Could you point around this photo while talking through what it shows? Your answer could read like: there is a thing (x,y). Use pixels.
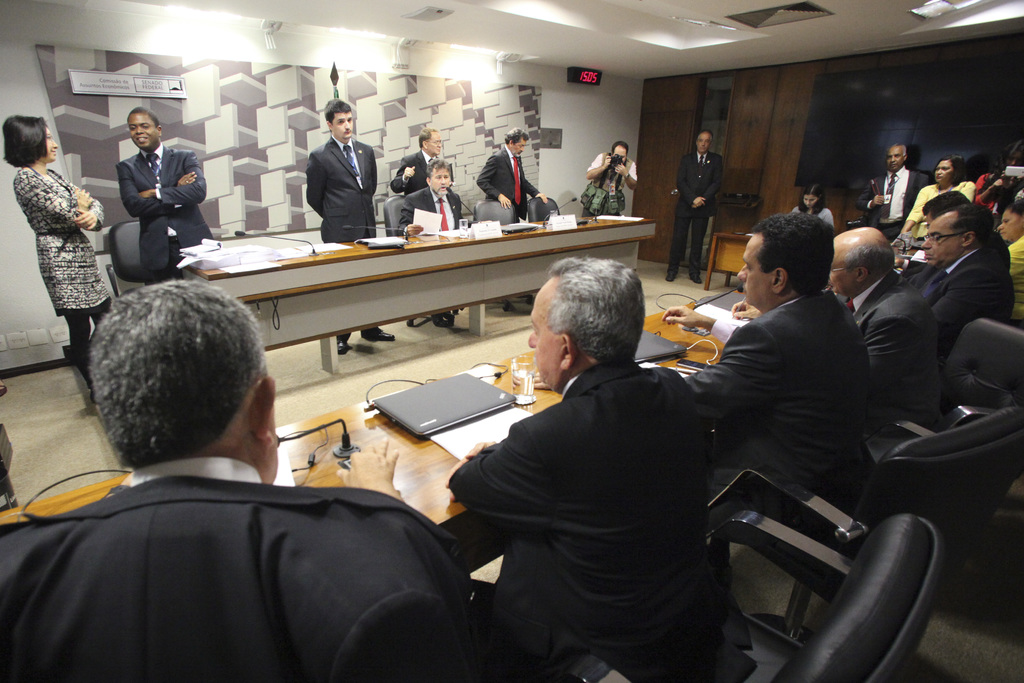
In this image I can see a group of people (699,474) sitting on the chairs (846,532). I can see few papers (493,426), mics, wires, glasses (527,379) and few objects (491,386) on the table (609,234). One person (612,200) is holding camera (610,159). Back I can see a white wall (581,131).
